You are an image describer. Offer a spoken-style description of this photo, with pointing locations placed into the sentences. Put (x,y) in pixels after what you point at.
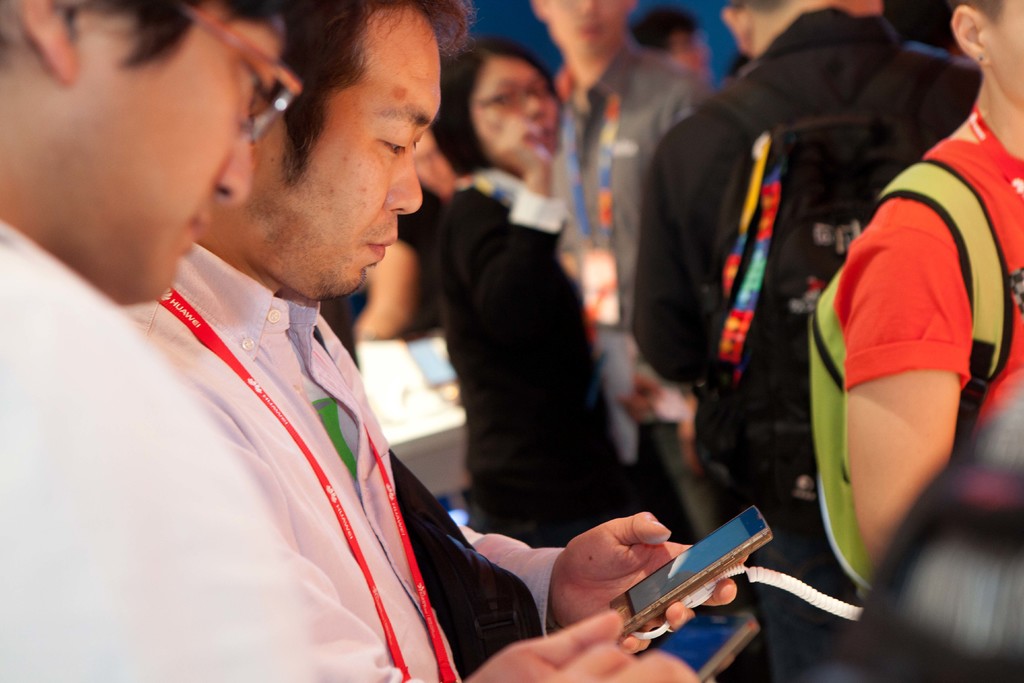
In this image there is a man (363,511) standing and using his mobile phone (681,577). At the right corner of the image (907,323) I can see a man (918,372) standing wearing a red T-Shirt (914,281) and wearing a backpack bag (829,416) which is green in color. At background (685,320) I can see people (623,244) with colorful badges (609,301) and standing.
